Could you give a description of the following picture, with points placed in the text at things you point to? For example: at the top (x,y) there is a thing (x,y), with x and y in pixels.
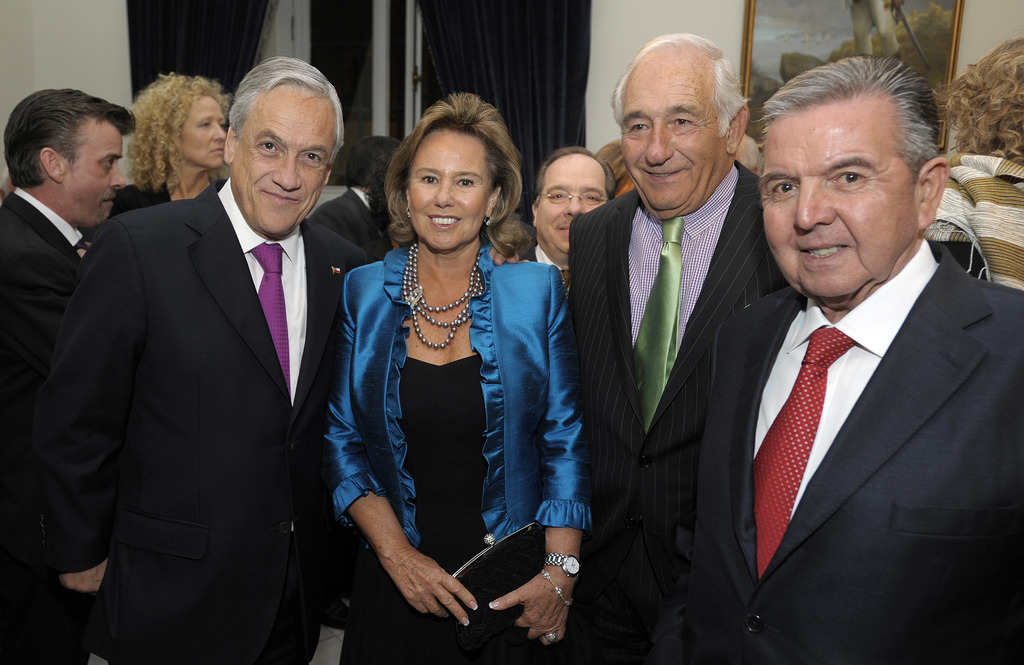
In this image in front (994,334) there are people (535,446) wearing a smile on their faces (709,165). Behind them there are a few other people (974,211). In the background of the image (952,5) there is a photo frame (744,27) on the wall (701,21). There is a glass window (357,72). There are curtains (577,47). There is a wall (87,31).
